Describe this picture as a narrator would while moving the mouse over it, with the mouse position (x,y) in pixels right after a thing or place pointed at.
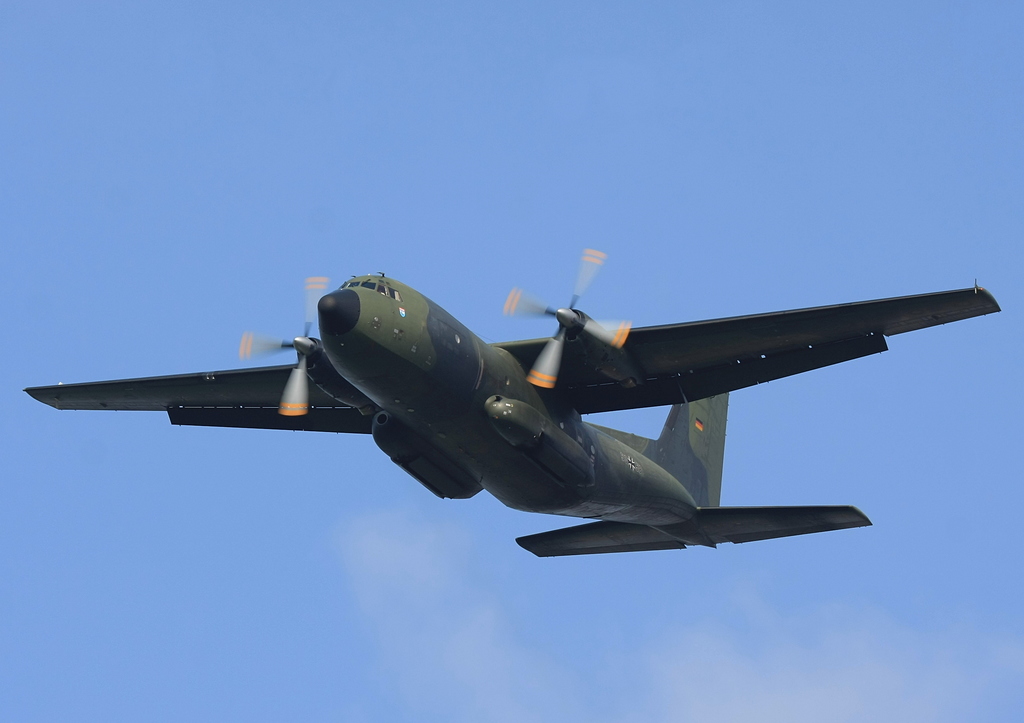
There is an airplane (520,402) flying in the air (687,552). In the background (366,566), there are clouds (366,566) in the blue sky (207,166).
